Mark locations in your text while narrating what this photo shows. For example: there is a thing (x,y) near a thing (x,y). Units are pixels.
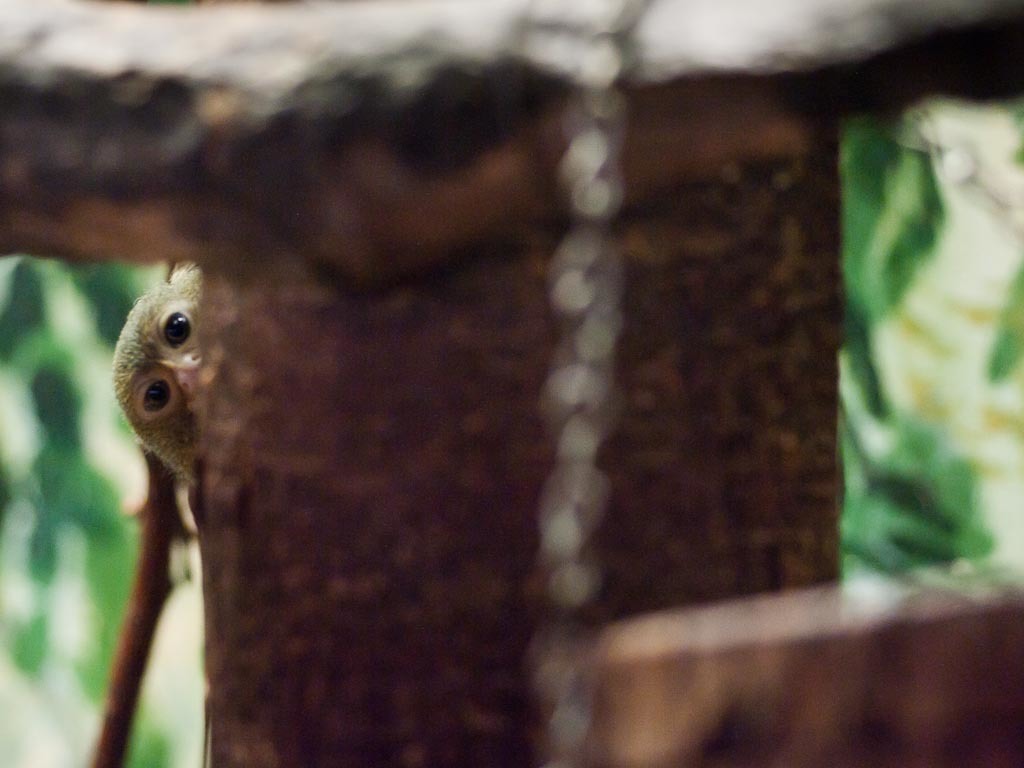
In this picture we can observe a monkey (139,379) behind this tree (403,369). We can observe wooden railing (515,117) here. In the background (16,308) it is completely blur.
